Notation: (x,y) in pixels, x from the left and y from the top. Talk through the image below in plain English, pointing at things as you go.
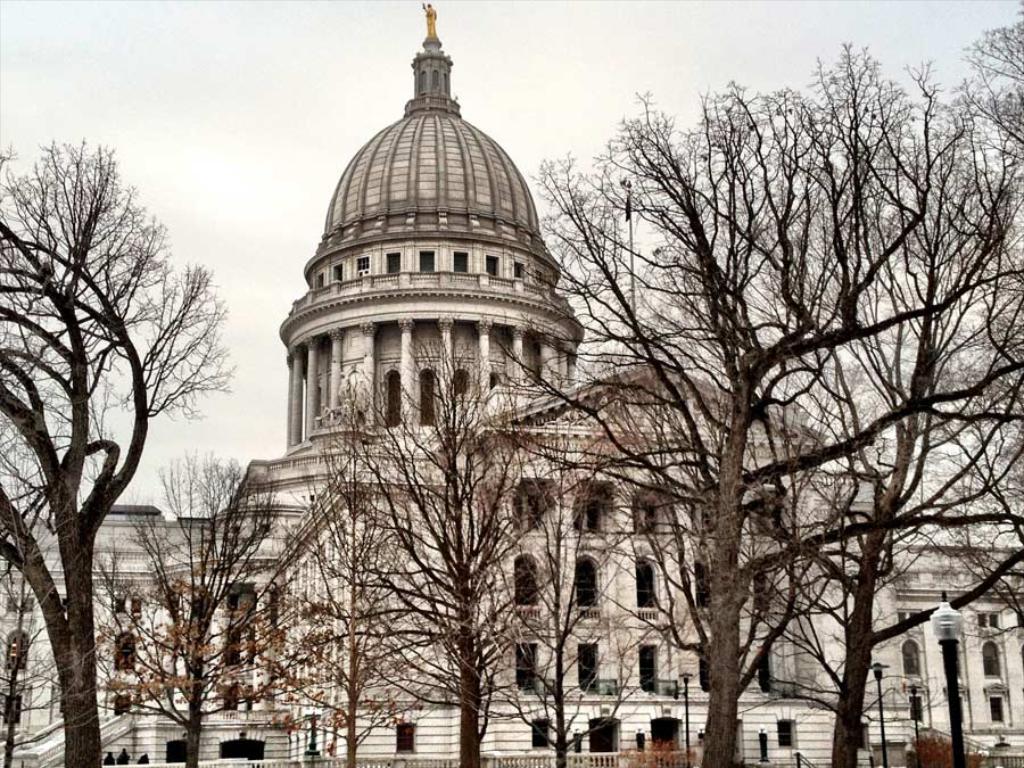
In this picture, there is a castle (391,686) with windows (399,406), pillars (378,404) and a statue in the center (356,416). Before it there are trees (11,524). On the top (535,70), there is a sky (640,54).
